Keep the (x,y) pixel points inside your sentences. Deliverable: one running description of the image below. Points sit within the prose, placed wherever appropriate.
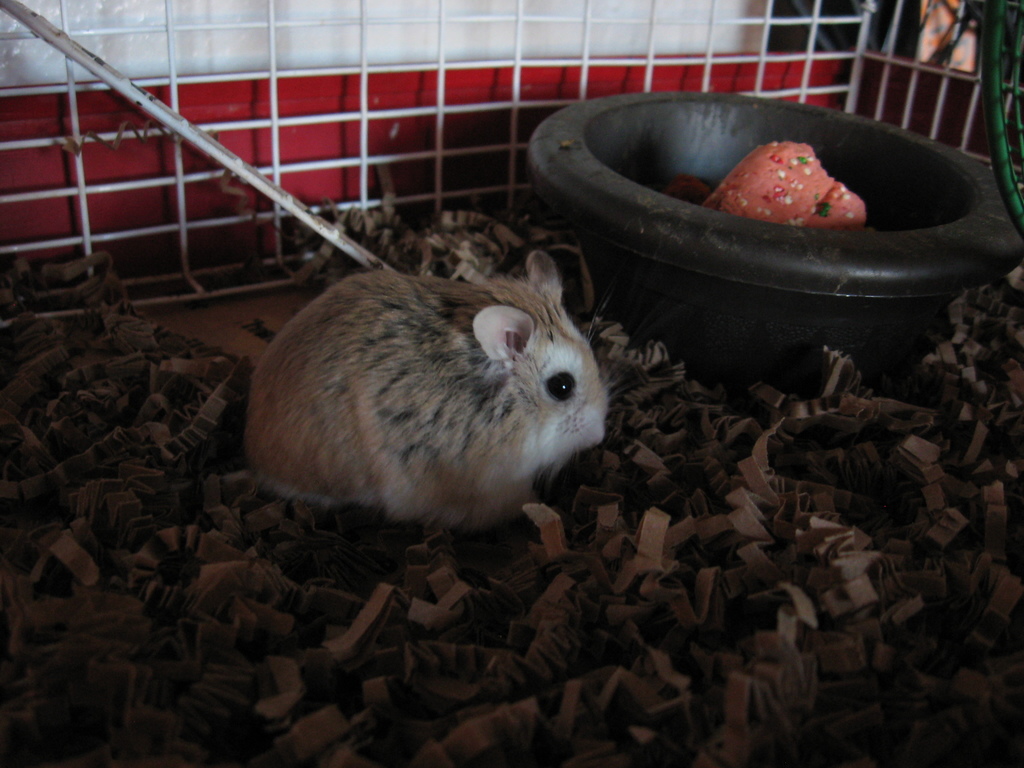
In this image we can see a hamster (362,401), there are some pieces of papers (204,552) and tub (734,161) with some objects (780,179) in it, in the background (360,62) we can see a pole (281,196), fence (710,45) and the wall (690,45).
